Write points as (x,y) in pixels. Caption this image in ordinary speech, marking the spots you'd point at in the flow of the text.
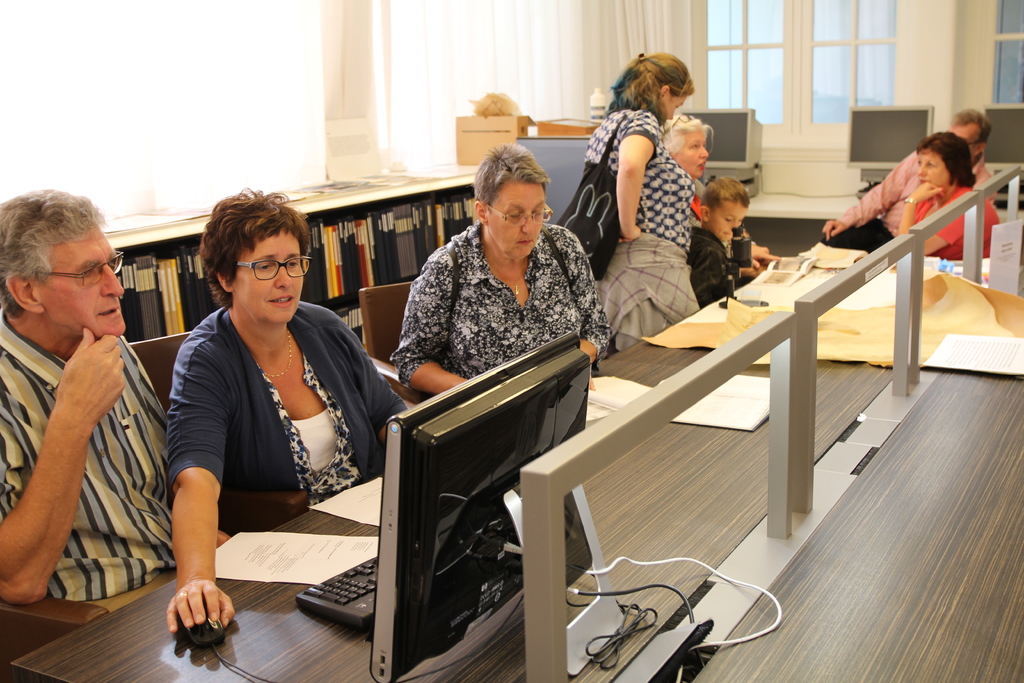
In this image we can see this people (578,290) are sitting on the chairs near the table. We can see a monitor (464,466), keyboard (351,593), mouse (219,632), papers (303,556) and charts (961,308) on the table (802,355). In the background (389,230) we can see bookshelf (392,220).
